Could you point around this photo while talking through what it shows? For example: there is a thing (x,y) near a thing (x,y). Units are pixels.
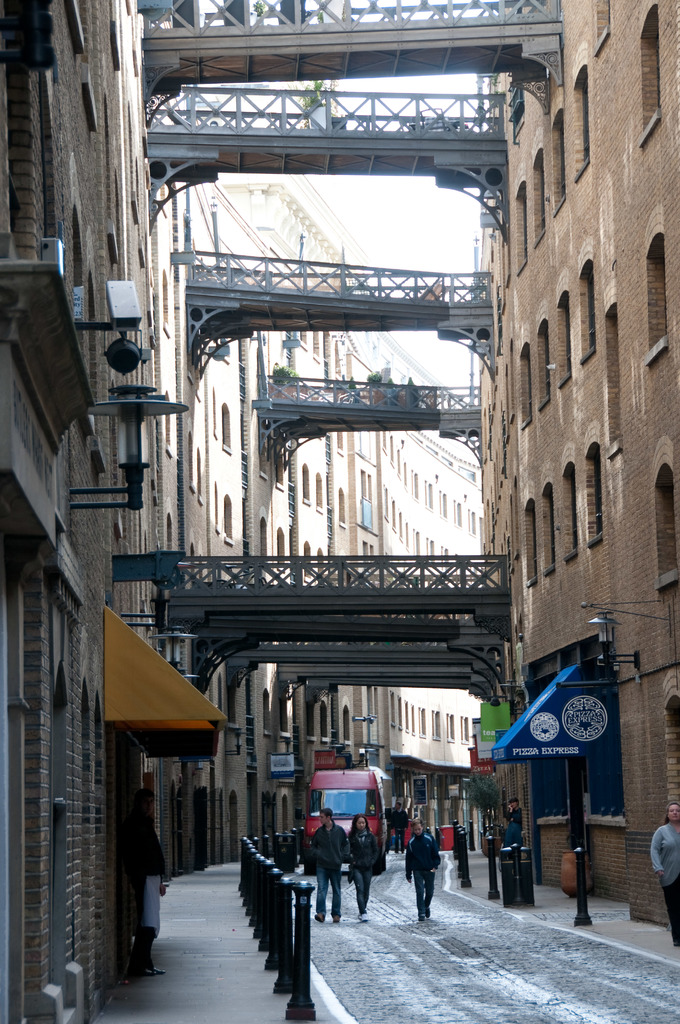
This is an outside view. At the bottom of the image (580,898) I can see few people (331,876) are walking on the road (384,976) and also there are some pillars (305,936) on both sides of the road (514,951). On the right (632,439) and left side of the image (69,386) I can see the buildings (149,515) and on the top of the image (185,138) there are bridges (346,331).
